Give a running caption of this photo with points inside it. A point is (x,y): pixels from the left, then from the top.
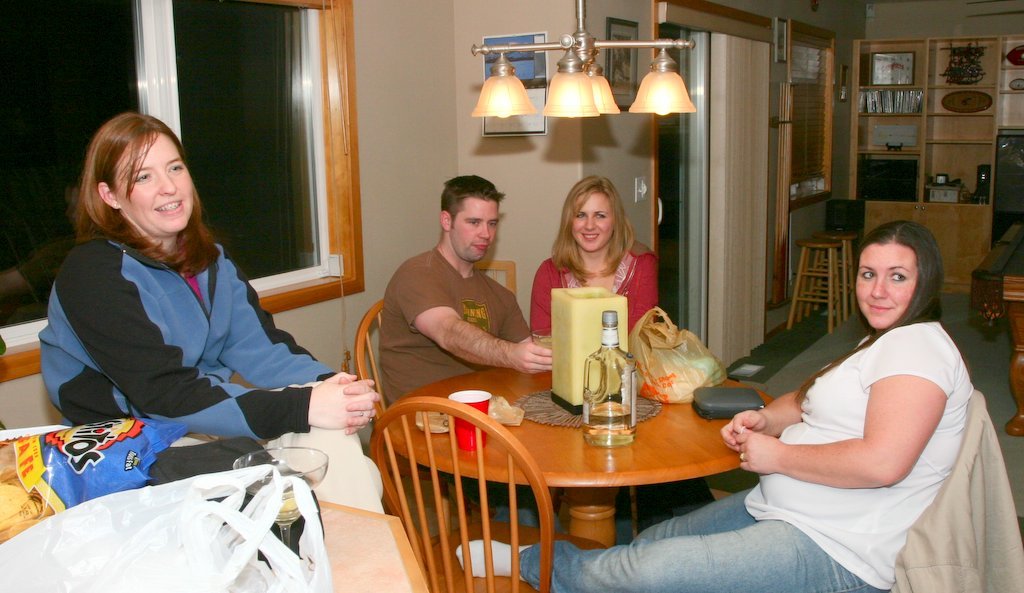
This is the picture of four people (530,366) sitting around the table (732,381) on the chairs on the table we have some things (589,346) placed and above the table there is a lamp (644,88) and behind there is a shelf (1001,114) on which some things (882,189) are placed.
